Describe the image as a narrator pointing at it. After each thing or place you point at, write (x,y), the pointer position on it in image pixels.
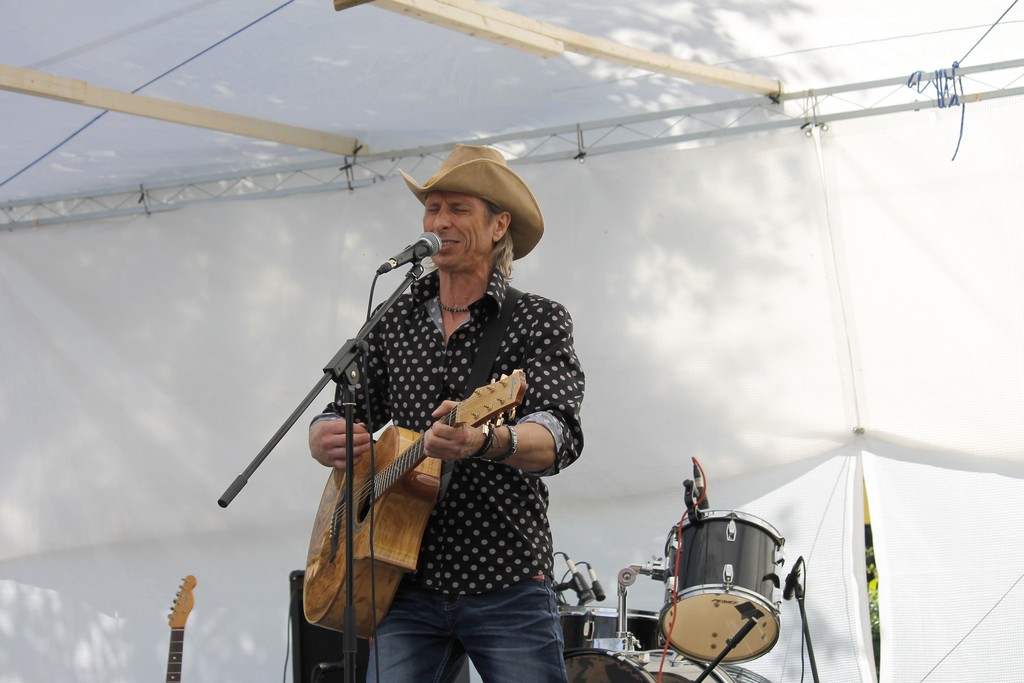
Here we can see one man (455,358) standing in front of a mike (391,268) and playing guitar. He wore cream colour hat (499,184). On the background (560,182) we can see a decoration (832,293) with white colour cloth (561,143). Behind to this man (540,581) there are drums (681,609).
